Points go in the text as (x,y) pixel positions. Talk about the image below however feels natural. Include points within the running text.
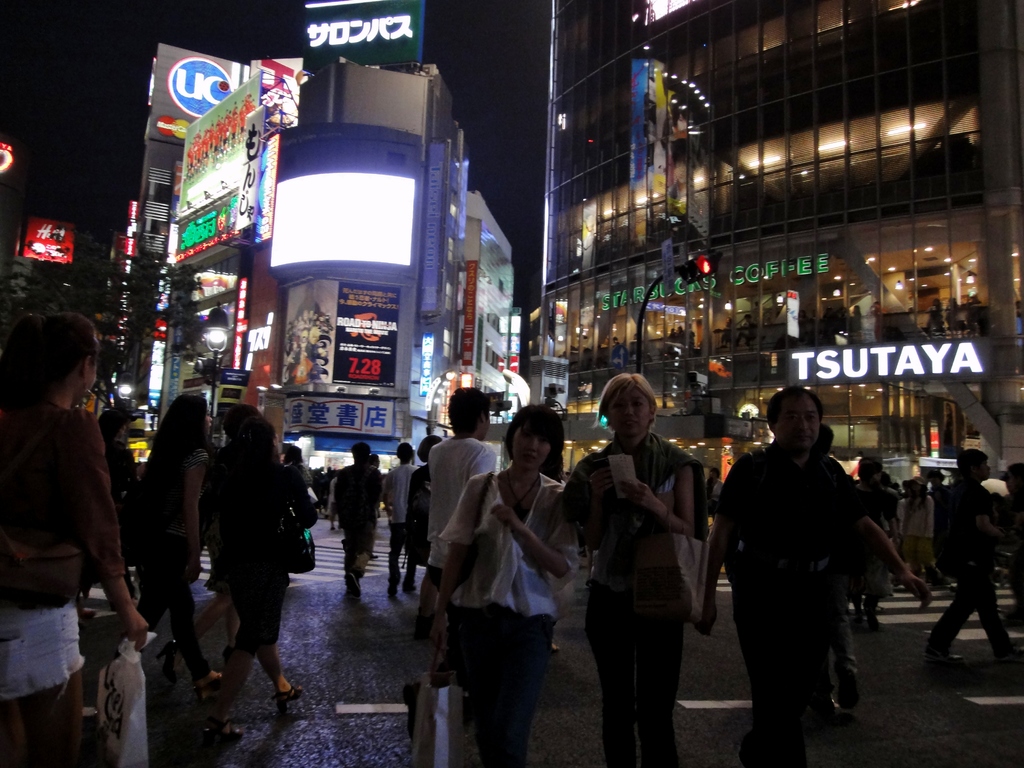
The picture is taken on a road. There are many people (449,445) walking on the road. In the background (220,222) there are buildings (629,261). In the buildings (328,266) there are shops (725,298). Here there is traffic signal (690,263).
